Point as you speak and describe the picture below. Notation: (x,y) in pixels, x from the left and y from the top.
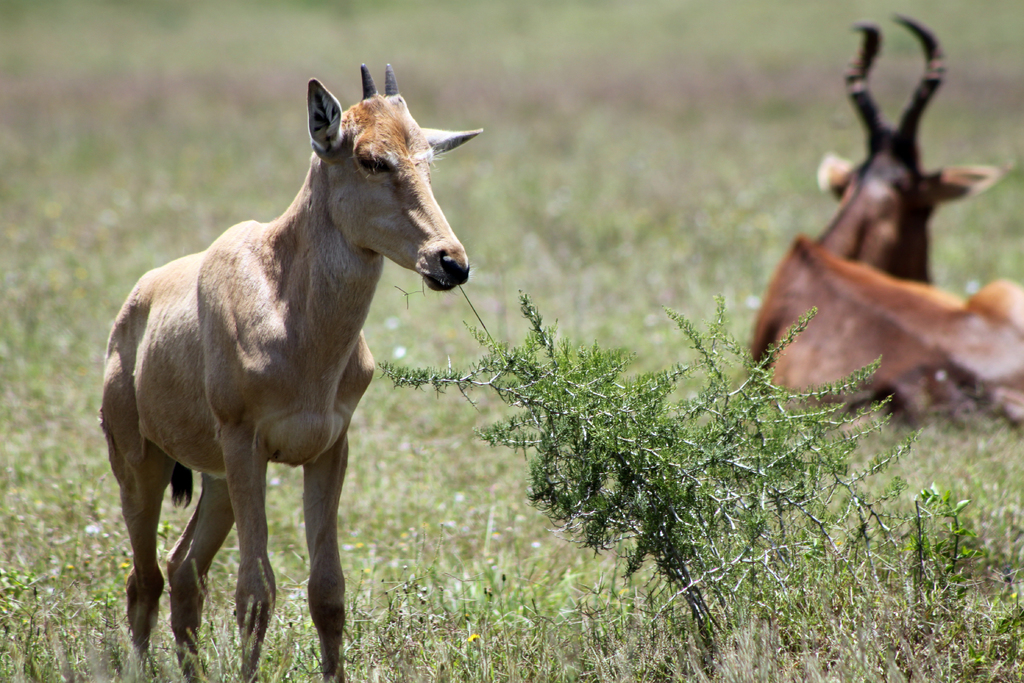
In this picture we can observe two animals (325,262). One of them is in cream color and the other is in brown color. On the right side (855,309) we can observe this brown color animal (835,303) is sitting on the ground (739,329). We can observe some plants (609,528). In the background (567,123) there is some grass (475,170) on the ground (708,132).
